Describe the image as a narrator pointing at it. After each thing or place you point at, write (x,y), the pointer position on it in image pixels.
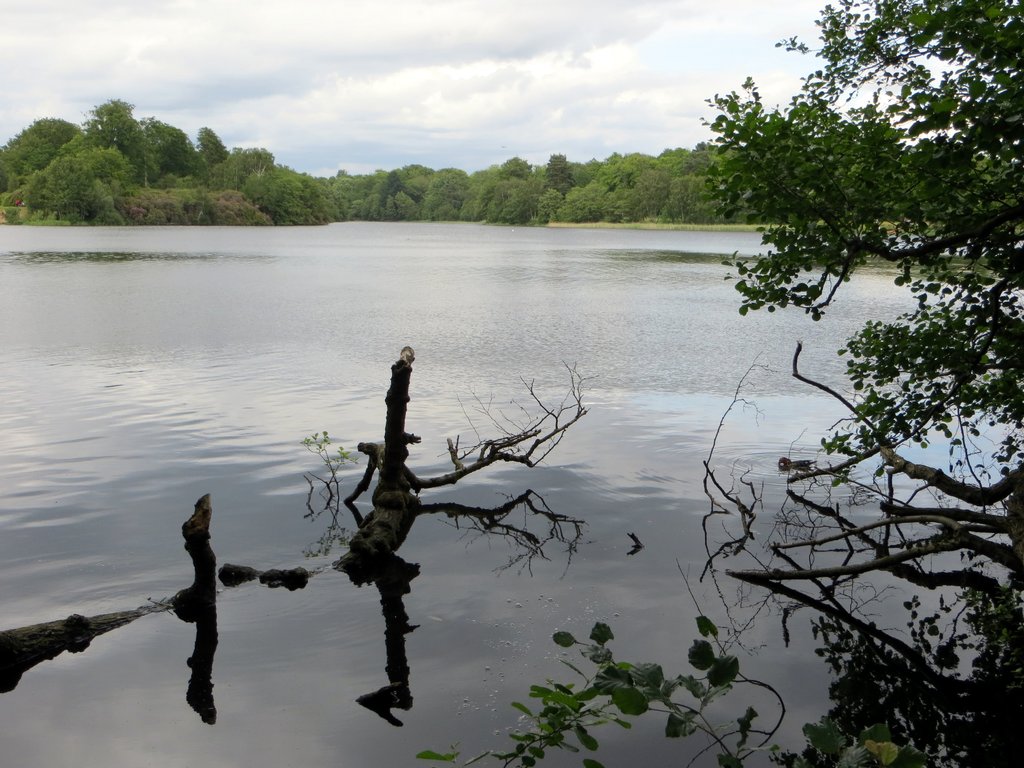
In this image we can see sky (371,50) with clouds (534,138), trees (600,194) and a lake (600,381).
